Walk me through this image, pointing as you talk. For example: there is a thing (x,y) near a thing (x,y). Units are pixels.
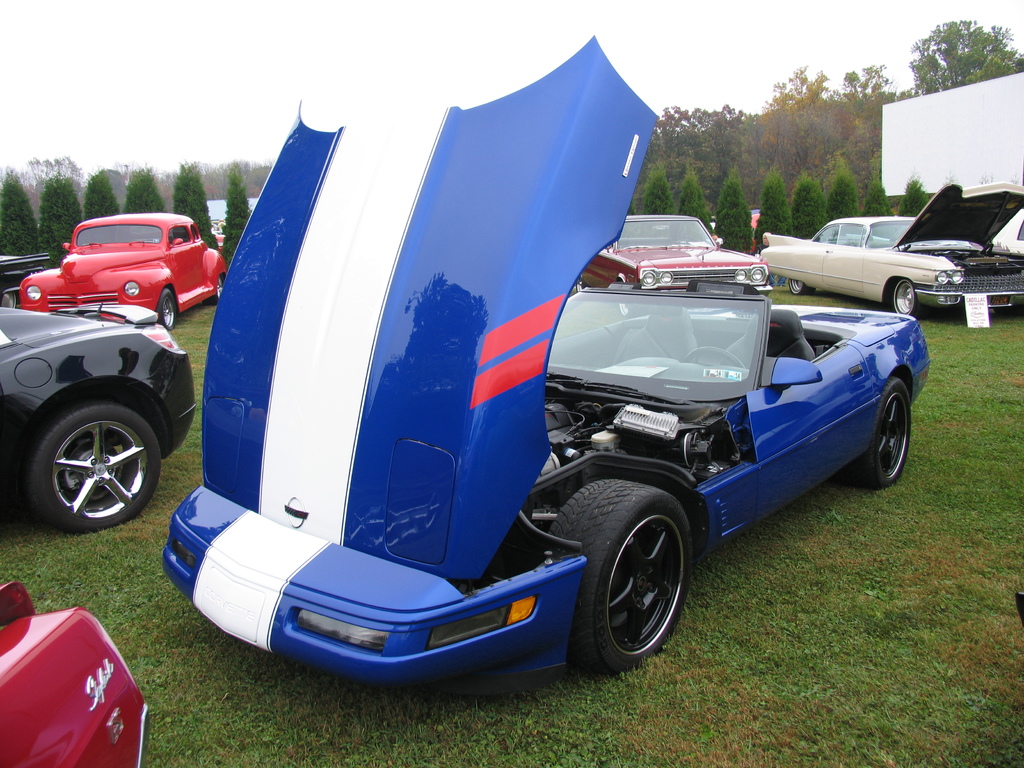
Here in this picture we can see number of cars (284,368) present on the ground (181,665), which is fully covered with grass (718,679) and we can see some bonnets (483,377) of cars (654,406) are opened and behind that we can see plants (733,203) and trees (750,151) present all over there and we can see the sky (200,42) is cloudy.
